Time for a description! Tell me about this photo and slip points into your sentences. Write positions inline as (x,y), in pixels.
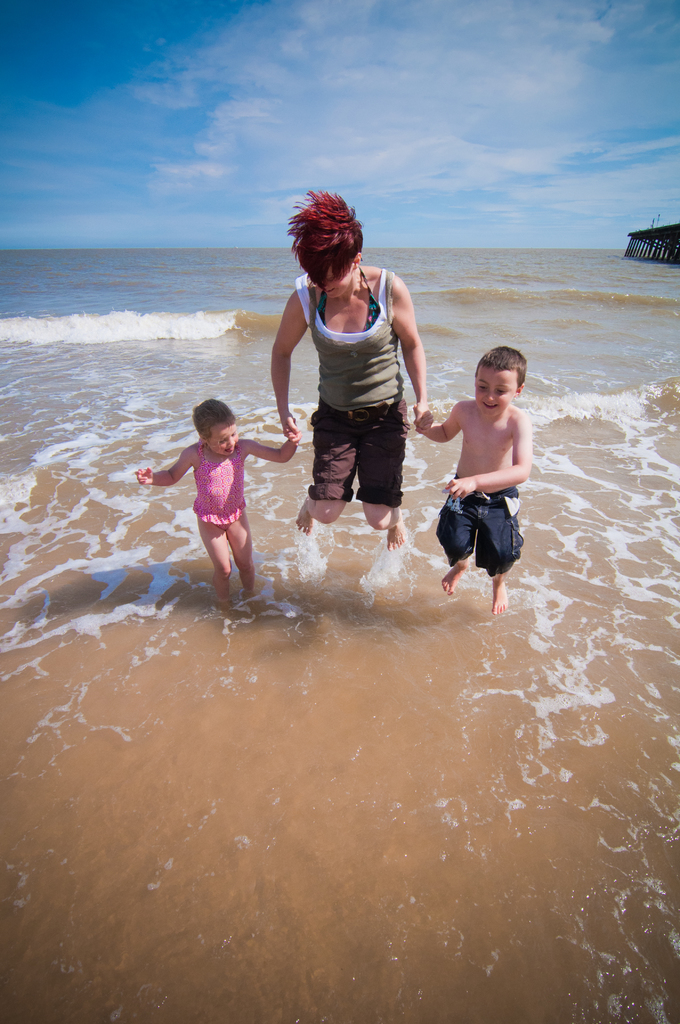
This image is taken outdoors. At the top of the image (178,91) there is a sky (237,121) with clouds (531,153). At the bottom of the image (306,749) there is sea (105,483) with water (566,405) and waves (36,319). In the middle of the image (391,538) a woman (337,426) and two kids (216,545) are playing and they are holding each others hands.
